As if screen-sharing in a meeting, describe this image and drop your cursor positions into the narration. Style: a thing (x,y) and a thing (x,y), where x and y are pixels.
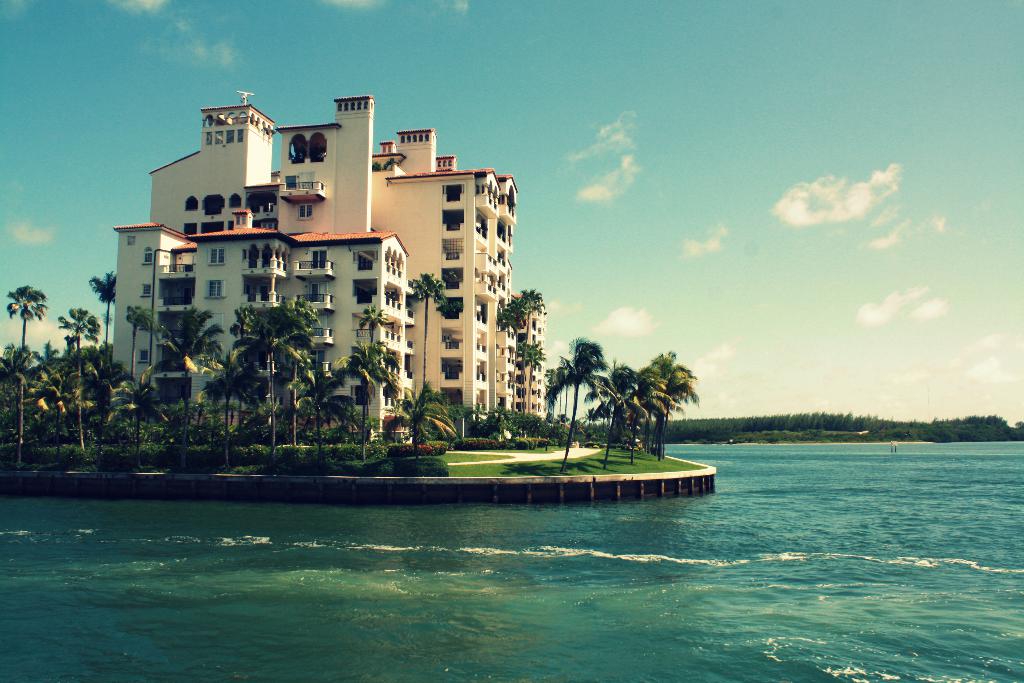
There is a surface of water (859,526) as we can see at the bottom of this image (645,534), and there are some trees (87,409) in the background (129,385). There is a building (403,324) on the left side of this image (332,334), and there is a cloudy sky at the top of this image (610,142).
